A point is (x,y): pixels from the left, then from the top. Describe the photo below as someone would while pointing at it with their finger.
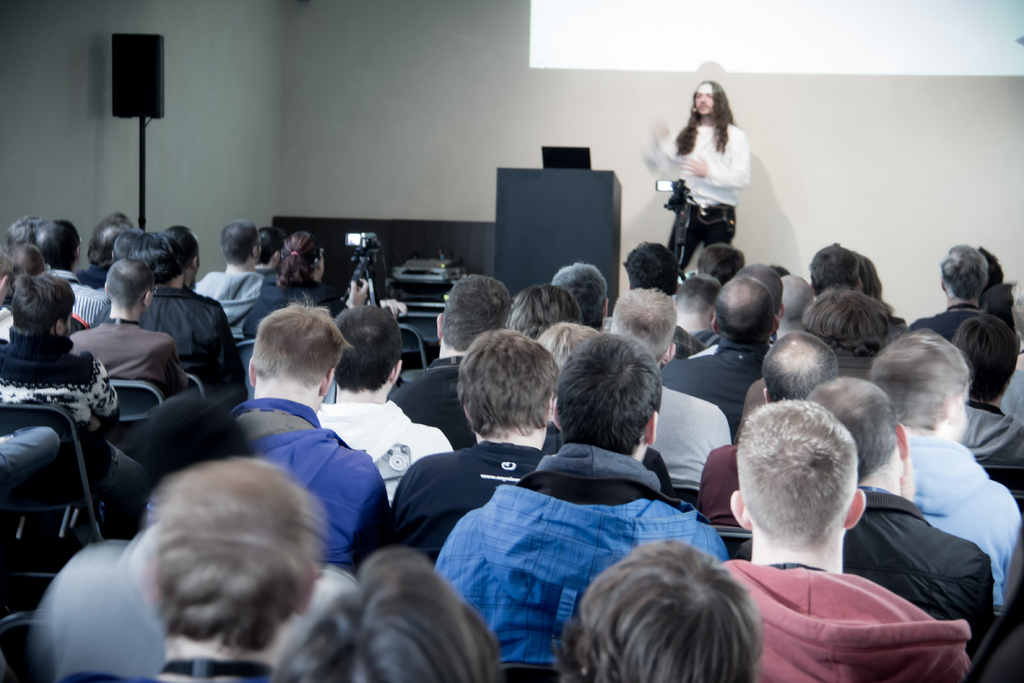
In this image I can see the group of people (275,430) sitting on the chairs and wearing the different color dresses (274,420). In-front of these I can see one person (712,207) standing and wearing the white color dress (699,188). To the side of the person (700,213) I can see the podium (523,224) and to the left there is a sound box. In the back (505,90) I can see the wall (468,50) and there is a camera (362,244) in-front of these people (302,304).
